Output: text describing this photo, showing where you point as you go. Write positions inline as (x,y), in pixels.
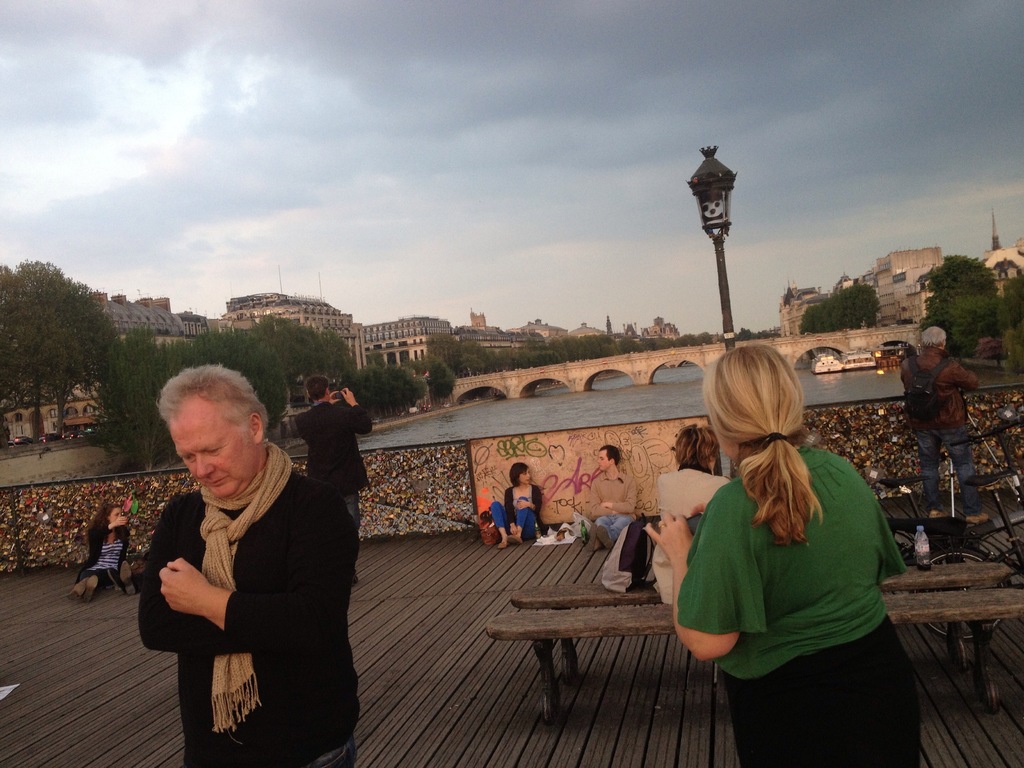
In the picture we can see some group of persons (243,667) standing and some are sitting on floor (1004,712) and there is water (680,382), in the background of the picture (620,346) there is bridge (610,363), there are some trees (52,297), buildings (336,327) on left (309,311) and right side of the picture (1017,313) and top of the picture (639,217) there is cloudy sky (471,286).
